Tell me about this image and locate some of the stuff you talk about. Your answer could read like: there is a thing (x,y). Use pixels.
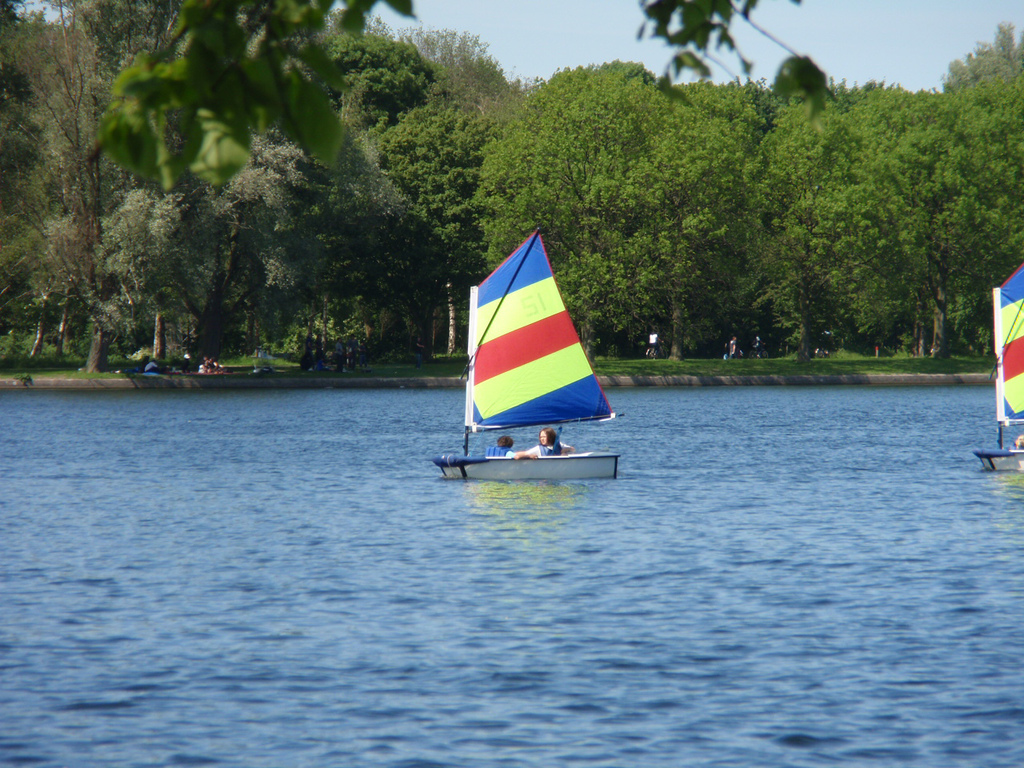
In this image I can see few ships (583,388). They are in different color. I can see a blue color water (422,622) and trees (561,163). The sky (896,49) is in blue color.
